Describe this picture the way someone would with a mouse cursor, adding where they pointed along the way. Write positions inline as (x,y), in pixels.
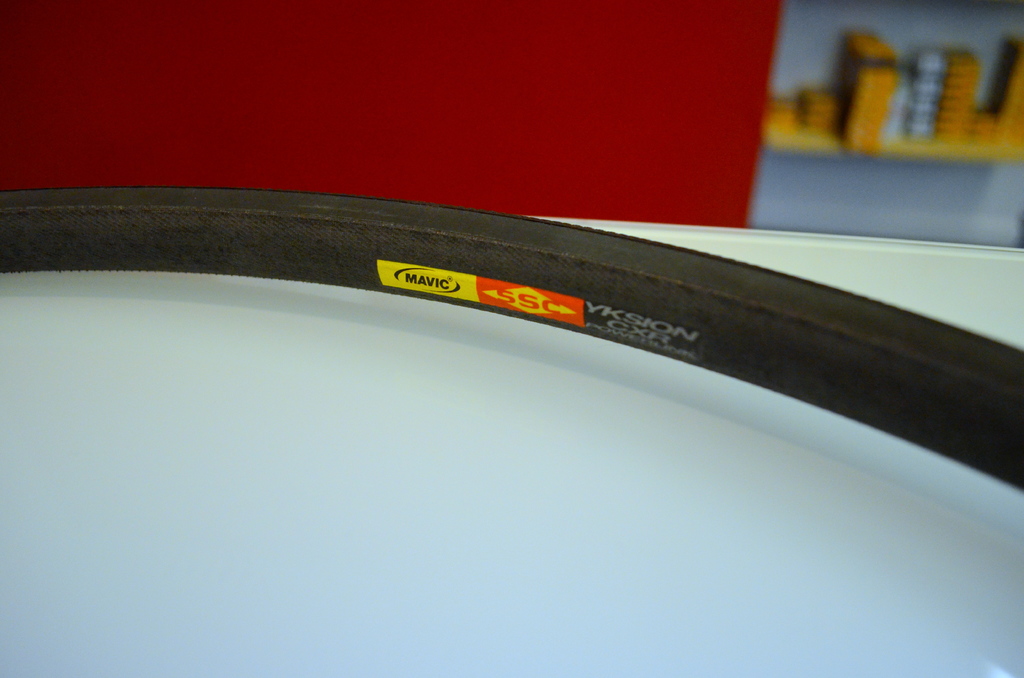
In this picture we can see a Tyre (426,289) on a white surface (348,316) and in the background (860,90) we can see some objects (908,89).
